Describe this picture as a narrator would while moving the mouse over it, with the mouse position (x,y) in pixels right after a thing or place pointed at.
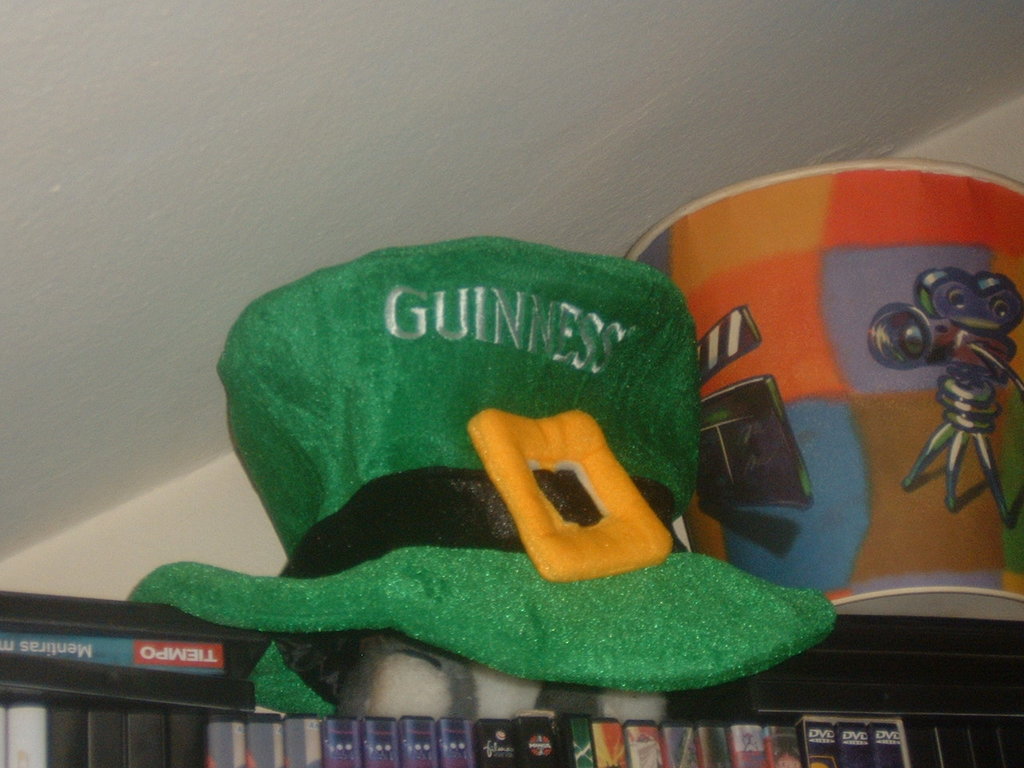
This images taken indoors in the background (136,451) there is a wall (386,178) the bottom of the image (304,720) there are many objects (306,726) in the middle of the image (455,415) there is a hat (518,505) on the right side of the image (835,435) there is a bucket (963,432).
